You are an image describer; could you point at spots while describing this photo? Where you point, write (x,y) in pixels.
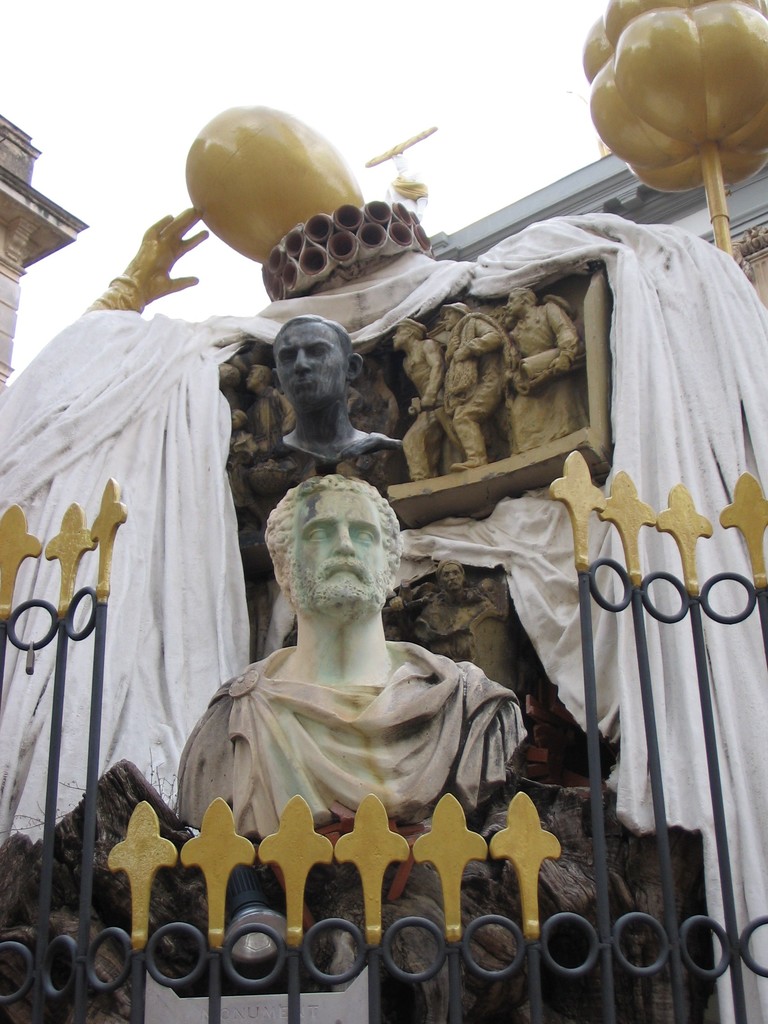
In this picture I can see iron grills (5,524), sculptures (317,246) of people (484,454), there is a cloth (694,423), buildings (10,334), and in the background (370,105) there is sky (421,104).
